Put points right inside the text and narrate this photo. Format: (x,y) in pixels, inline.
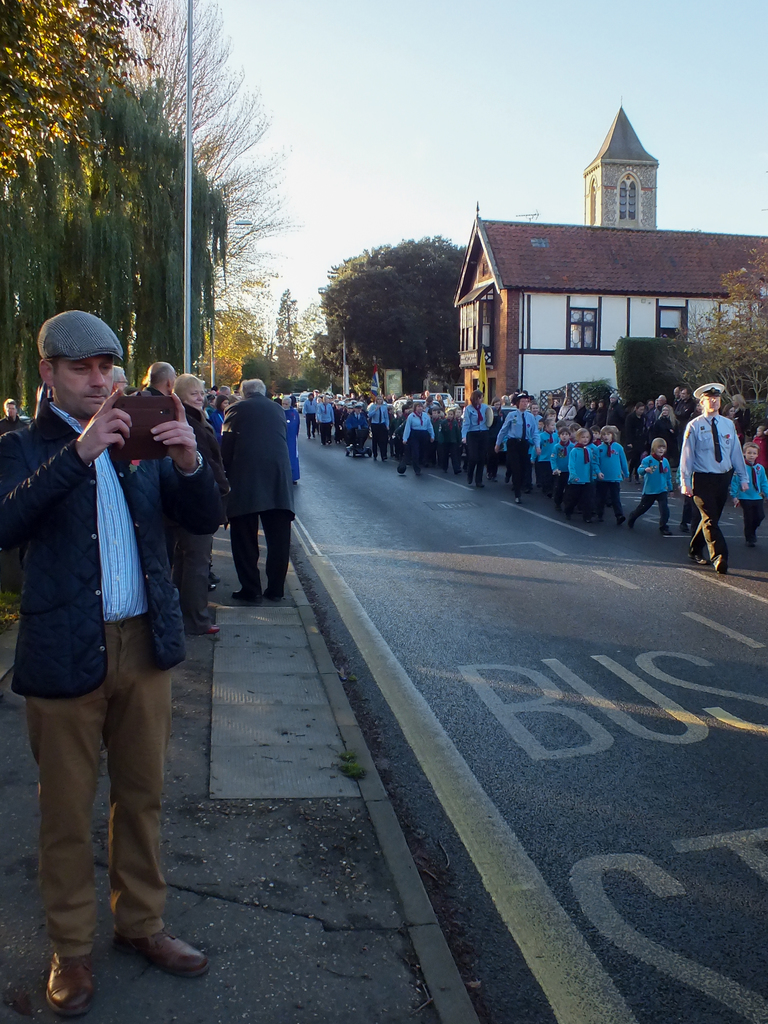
In the foreground of this image (73,783), on the left (72,596), there is a man (73,926) standing on the side path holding a mobile (140,409). In the background (242,450), there are persons (308,410) walking on the road (306,525) and the side path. On the left (106,248), there are trees (119,202) and a pole (186,199). On the right (700,367), there is a house (545,317), trees (715,367) and the sky (420,74).
